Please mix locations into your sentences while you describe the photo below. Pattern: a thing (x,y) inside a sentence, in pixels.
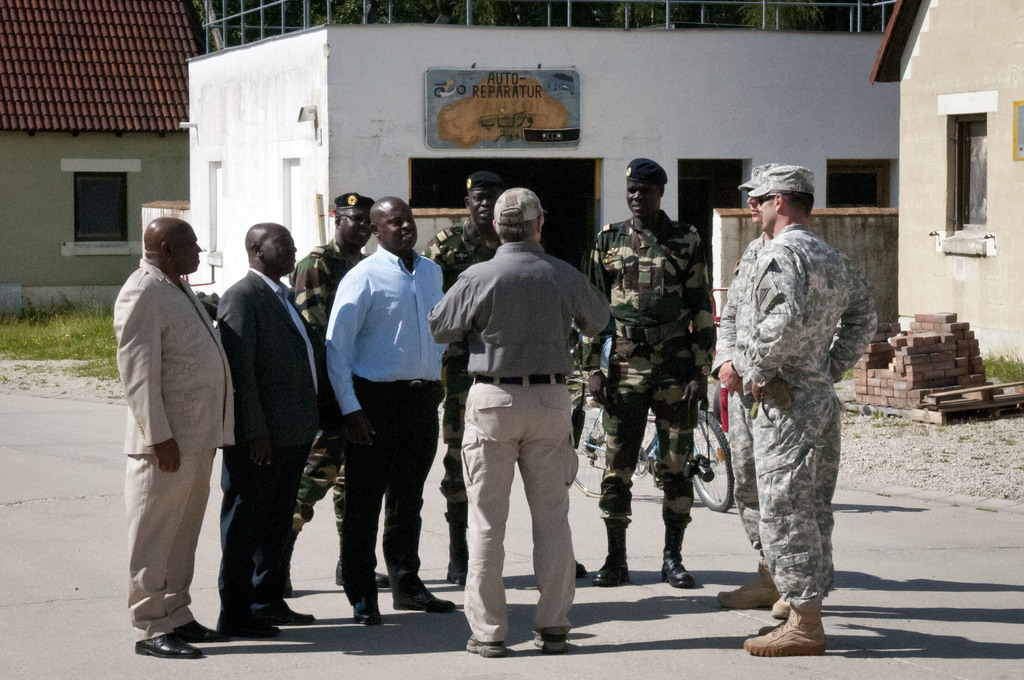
In the middle of the image (368,405) few people (162,223) are standing. Behind them we can see a bicycle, houses (686,28) and bricks (888,329).
